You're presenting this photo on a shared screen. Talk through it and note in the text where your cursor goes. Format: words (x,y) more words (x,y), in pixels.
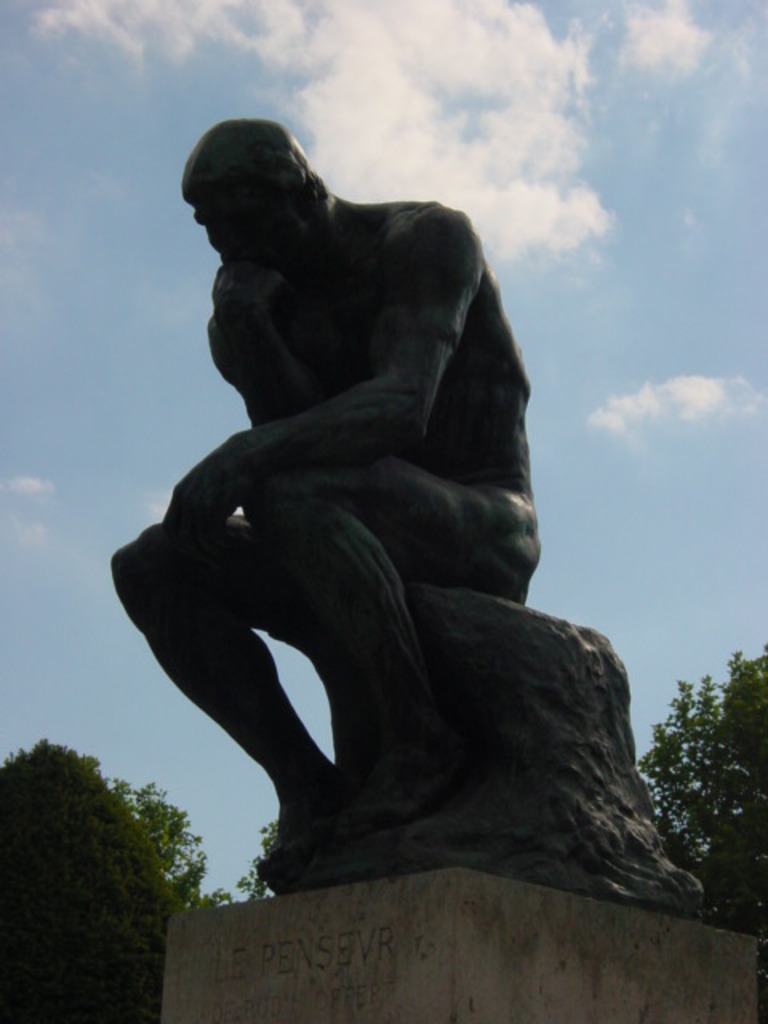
In the center of the picture (422,393) there is a sculpture (405,874). In the background (183,869) there are trees (708,729). Sky (691,393) is sunny.
